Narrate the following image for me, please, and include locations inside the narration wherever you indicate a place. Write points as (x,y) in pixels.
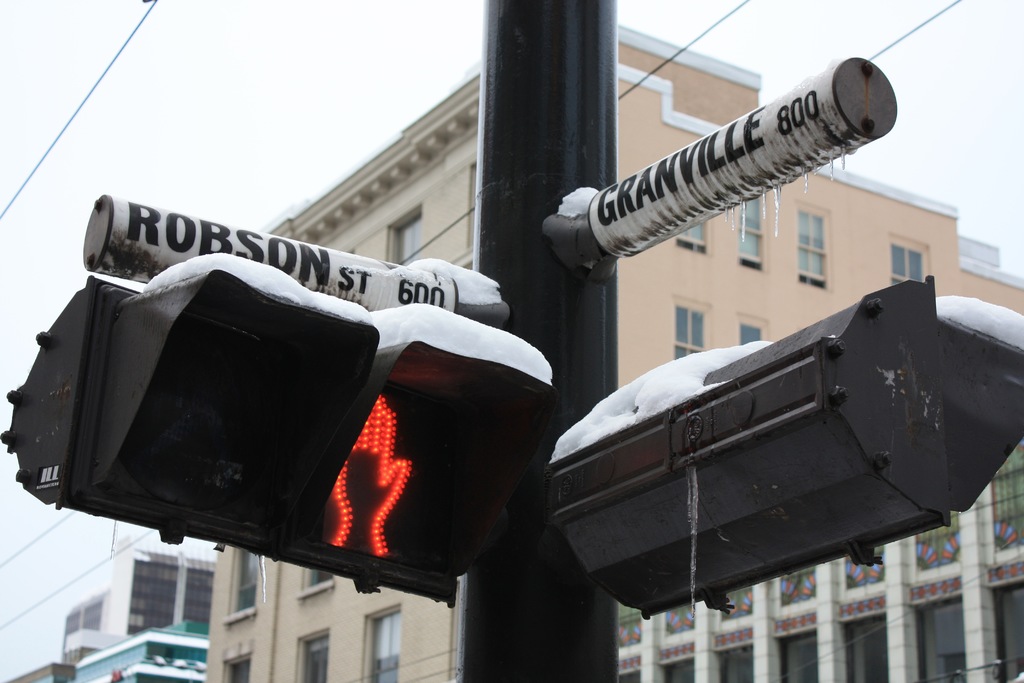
In this image, we can see a signal pole (555,604) in front of the building (722,287). In the background of the image (357,148), there is a sky (679,5).
